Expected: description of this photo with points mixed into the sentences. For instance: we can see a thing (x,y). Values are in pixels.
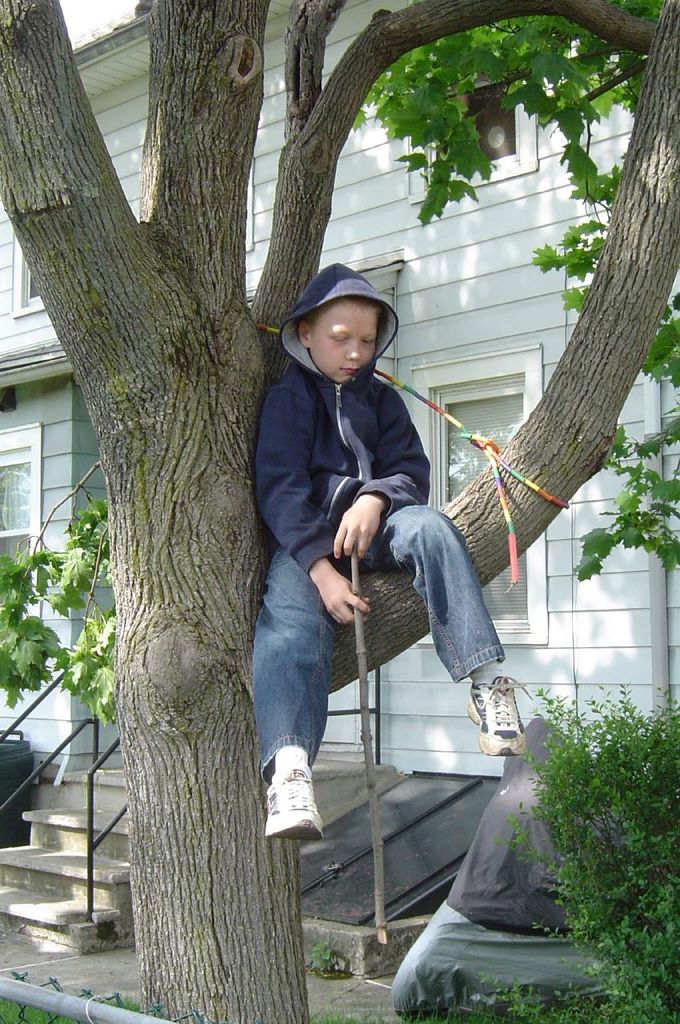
The picture is taken outside a house (24,402). In the foreground of the picture (545,937) there are plants (635,929), railing (42,1003), grass (33,1009), vehicle (519,865) and a boy (335,599) sitting on the tree (639,334). In the background (45,450) there are staircase (54,825), dustbin (7,775), windows (39,501) and house (460,229). It is sunny.
